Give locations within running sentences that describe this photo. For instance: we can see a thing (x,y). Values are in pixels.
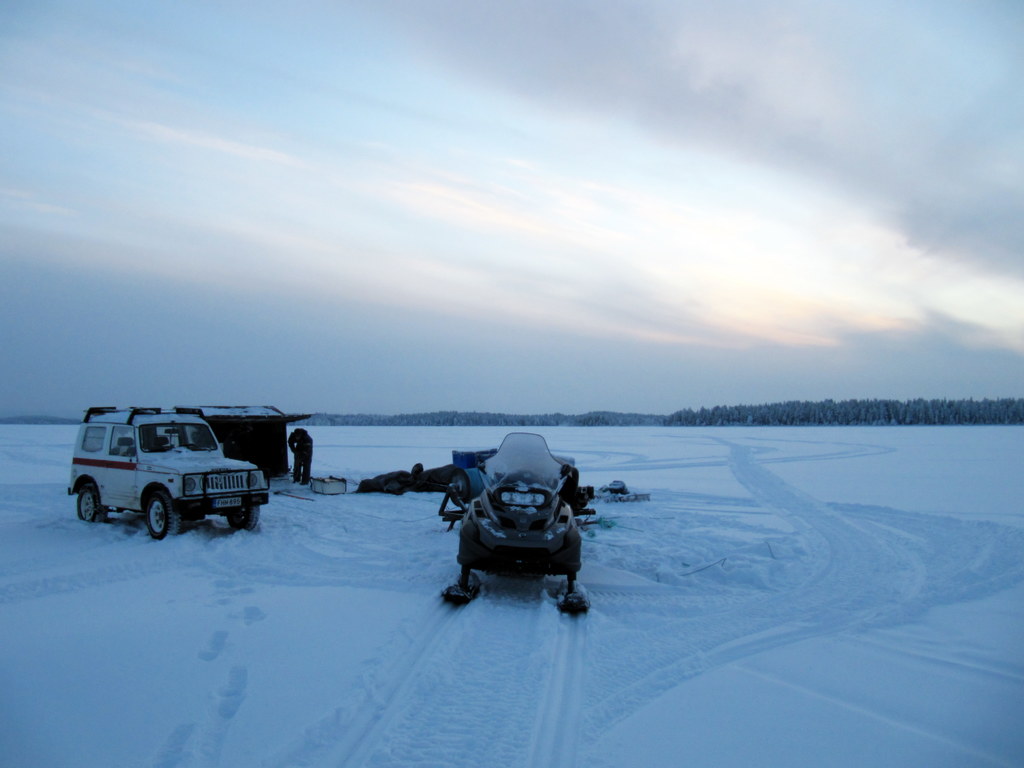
In this picture, we see vehicles (248,483). Beside that, there is a hut (255,438). We see the man (296,438) is standing beside the hut (241,447). At the bottom of the picture (607,635), we see the ice (727,595). There are trees (648,418) in the background (831,406). At the top of the picture (512,150), we see the sky (514,175).
